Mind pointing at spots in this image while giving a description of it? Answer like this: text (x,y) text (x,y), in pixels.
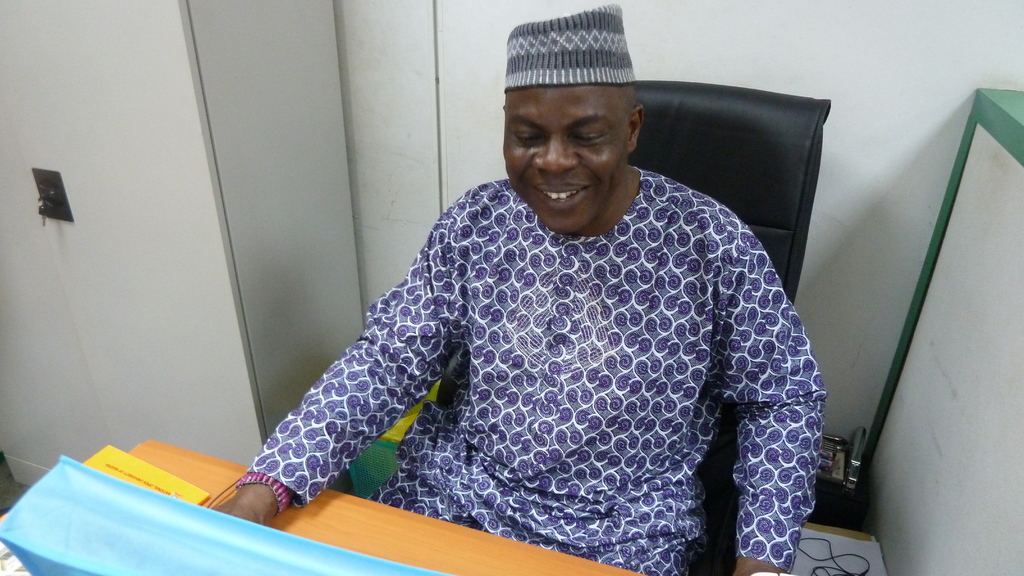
In a room (880,537) there is a man (595,192) sitting on a chair (654,157) in front of the table (517,558), he is wearing a purple and white dress (532,343) and beside the man (534,393) there is white cupboard (134,65) and in the background (873,192) there is a wall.
